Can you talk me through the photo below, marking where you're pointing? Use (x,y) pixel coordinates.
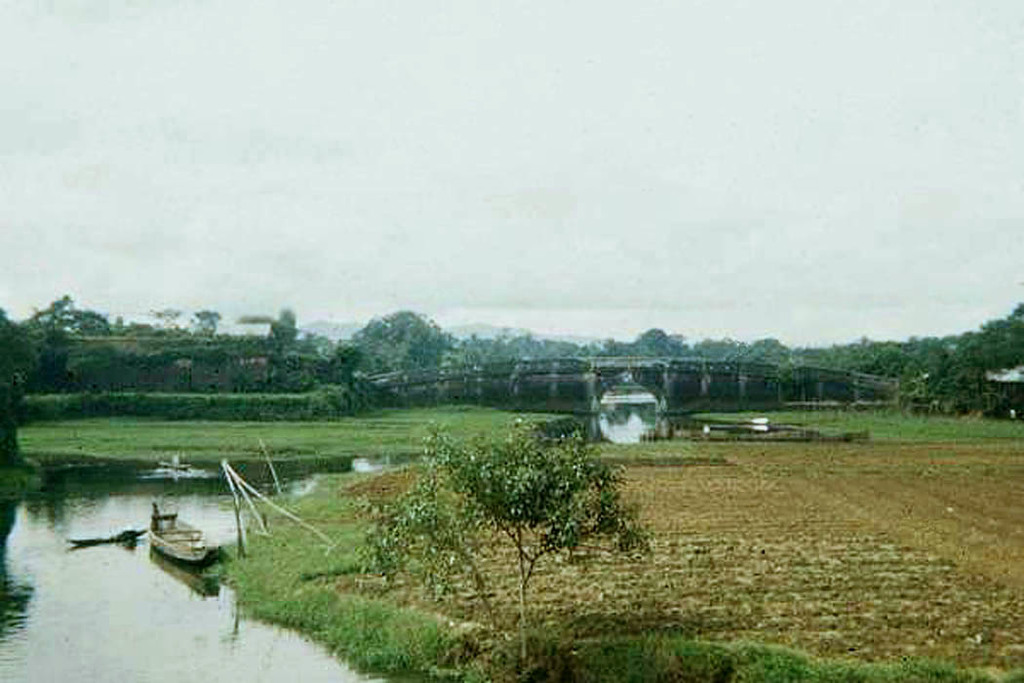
In this image, we can see some trees (493,344) and grass (323,590). There is a bridge (752,370) in the middle of the image (645,368). There is a boat (175,542) in the bottom left of the image (185,534) floating on the water (244,657). At the top of the image (544,40), we can see the sky (777,118).
